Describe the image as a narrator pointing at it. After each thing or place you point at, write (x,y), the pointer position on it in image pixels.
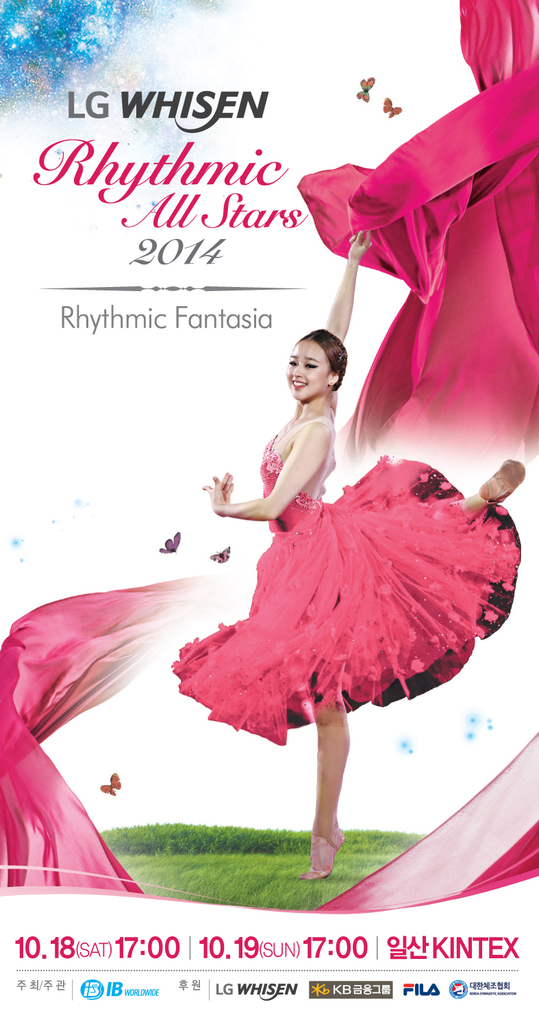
This is an edited image in which there are some text (188,264) and numbers (188,264) written on it and there is a image of the woman (316,570) standing and smiling and holding cloth (396,246) in her hand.
